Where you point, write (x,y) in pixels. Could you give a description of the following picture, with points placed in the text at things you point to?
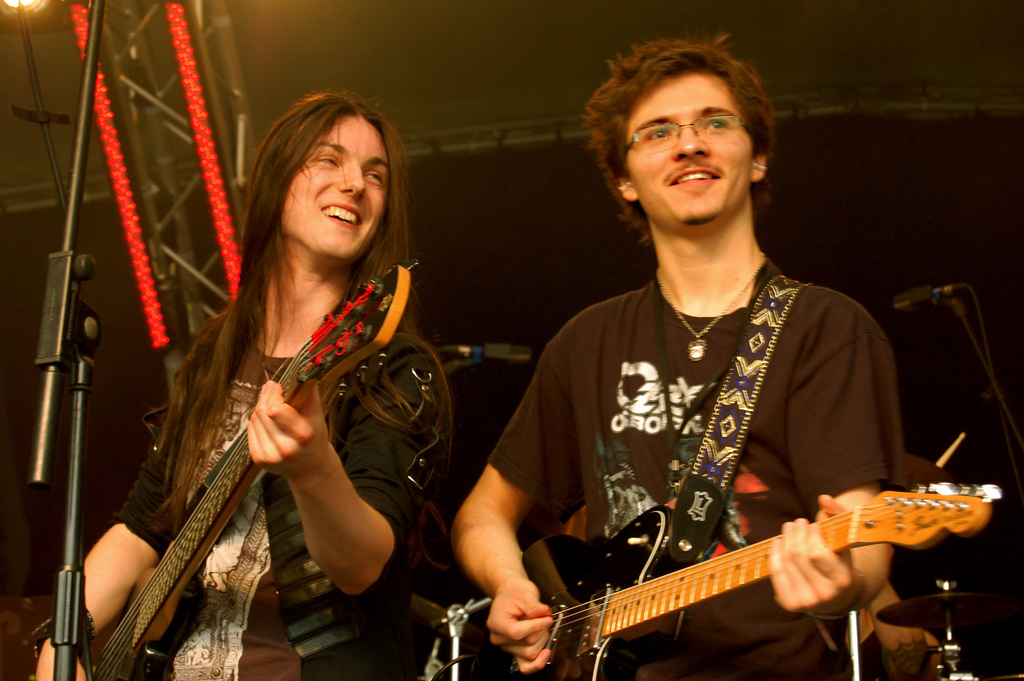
In this picture two people (319,292) are playing guitar (305,352) in front of microphone (50,292), in the background (208,135) we can find metal rods (136,122) and light (18,3).
